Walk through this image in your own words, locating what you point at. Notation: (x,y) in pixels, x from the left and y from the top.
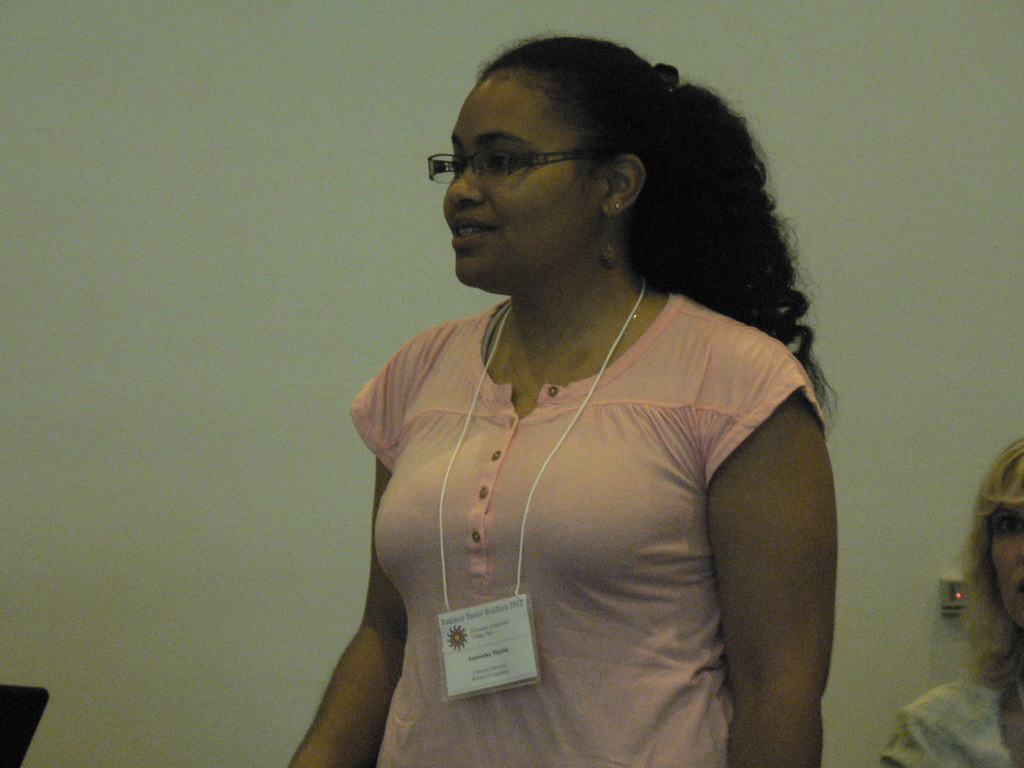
In this image we can see a girl (543,482) standing and looking to the left of the image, beside her there is another girl (984,636). In the background (875,130) there is a wall (256,96).
